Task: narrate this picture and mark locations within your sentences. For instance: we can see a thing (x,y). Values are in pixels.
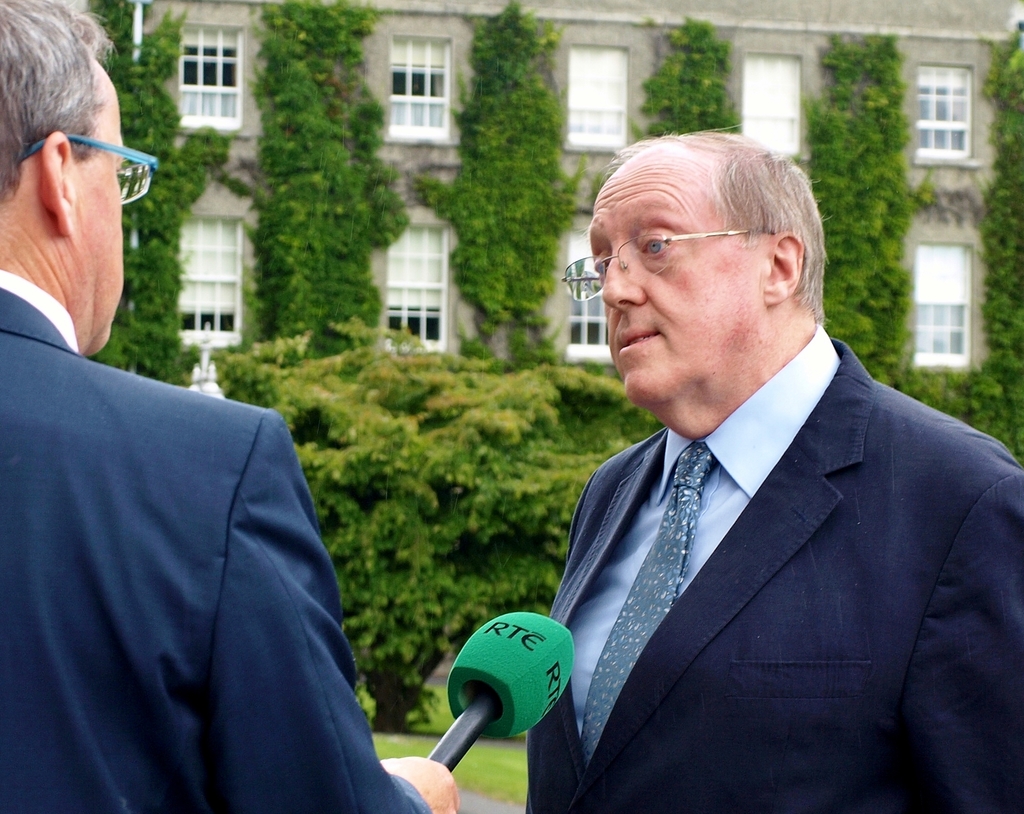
The two persons (290,468) are standing. They are wearing spectacles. On the left side of the person (299,506) is holding a mic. We can see in the background (435,470) building (384,254) with wall (410,175) and tree (295,375).
